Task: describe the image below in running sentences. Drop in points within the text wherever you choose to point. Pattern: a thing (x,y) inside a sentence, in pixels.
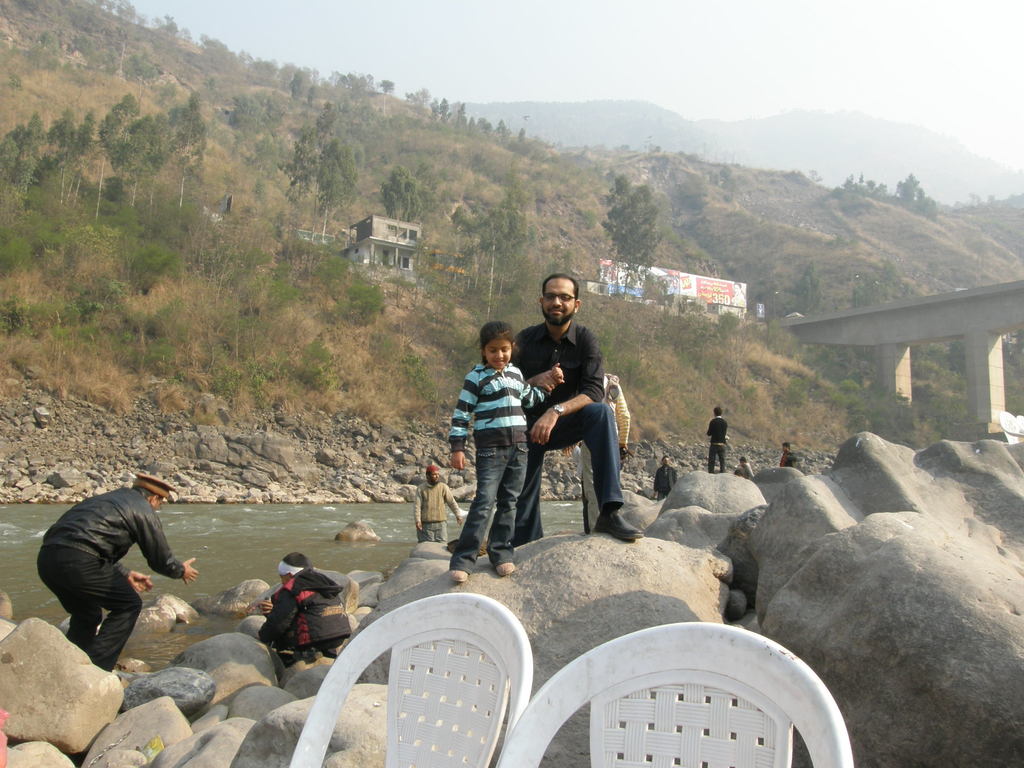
In this picture we can see chairs (528,714), at the back of these chairs (644,678) we can see stones (724,526), people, water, here we can see a bridge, chair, building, trees (952,351), banners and some objects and in the background (745,387) we can see mountains (799,382), sky (711,5) with clouds (711,28).
